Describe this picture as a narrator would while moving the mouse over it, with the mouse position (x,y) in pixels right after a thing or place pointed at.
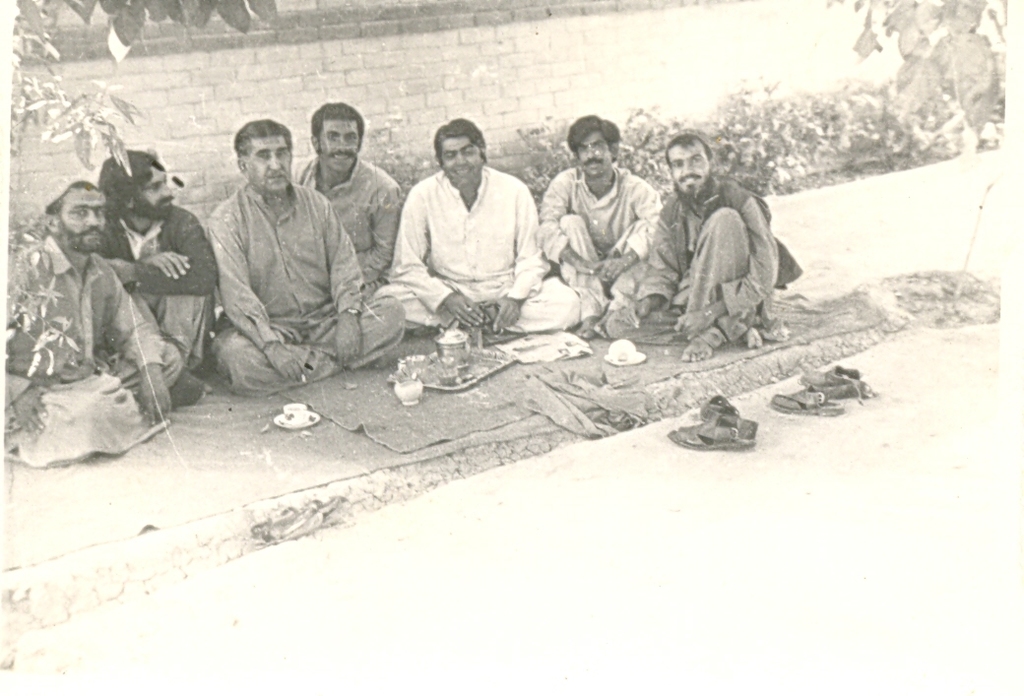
On the left side (153,310), there are persons (159,362), smiling and sitting in front of the food items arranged on a cloth (512,373). On the right side (702,440), there are slippers (709,404). On the top left (250,20), there are leaves (175,11) of a tree (196,2). On the top right (958,44), there are leaves (924,49) of another tree (975,62). In the background (931,149), there are plants (903,130) and a brick wall (540,104).
